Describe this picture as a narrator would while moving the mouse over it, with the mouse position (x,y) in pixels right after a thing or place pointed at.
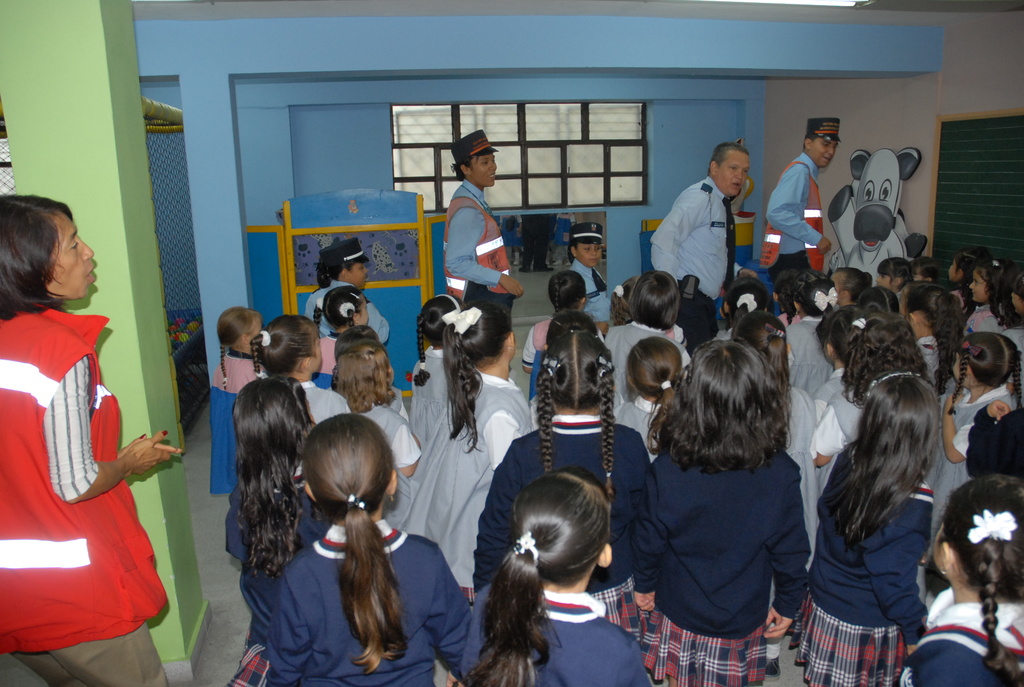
As we can see in the image there is a blue color wall (232,201), window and group of people (362,284) here and there. On the left side (195,266) background (169,180) there is a net (170,263).
